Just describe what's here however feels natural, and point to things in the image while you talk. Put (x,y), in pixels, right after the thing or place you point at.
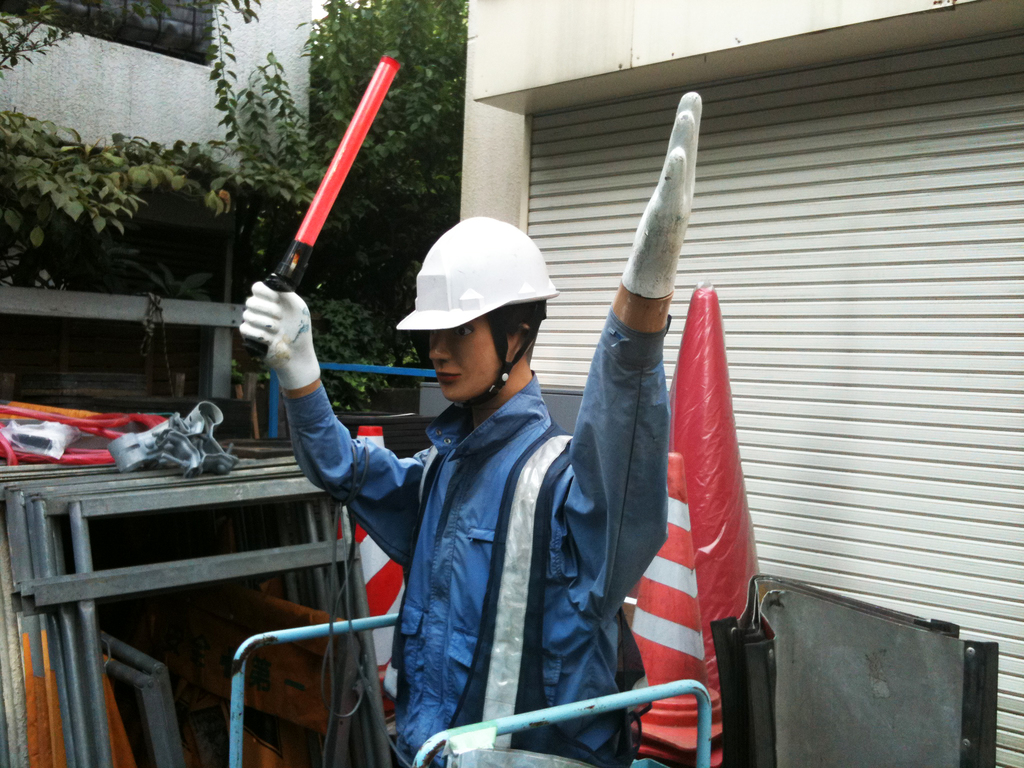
In this image I can see there is the statue (518,499) of a human (517,461) holding a red color stick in his hand (292,368). This person (479,506) has a blue color coat (615,525), white color helmet (482,301). On the left side (14,494) there are iron frames (14,494). In the middle (388,278) there are trees (418,138) and buildings (499,144). On the right side (870,114) there is an iron shutter (799,316).
